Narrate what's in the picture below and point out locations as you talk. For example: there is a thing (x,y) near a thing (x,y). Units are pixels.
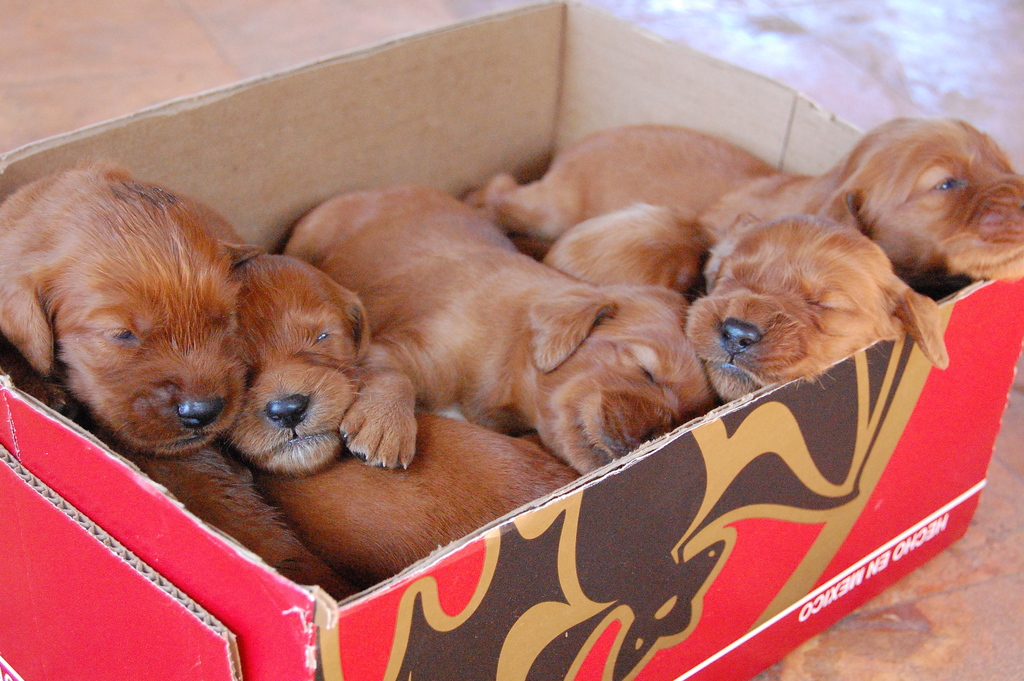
This image consists of group of dogs (685,346). They are in brown color. They are kept in a box (5,419) made up of cardboard (871,518). At the bottom (868,672), there is a floor (847,667).
